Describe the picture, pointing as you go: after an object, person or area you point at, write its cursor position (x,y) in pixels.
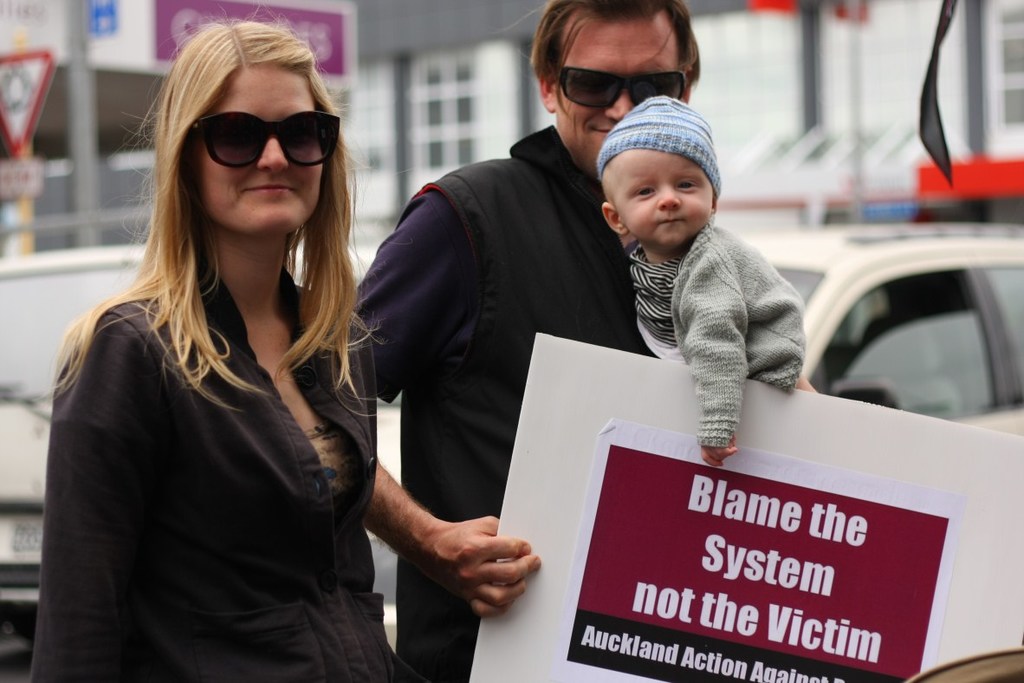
Here I can see a woman (209,371) and a man (467,452) standing, smiling and giving pose for the picture. The man (483,285) is carrying a baby (696,294) and also holding a white color board (557,575) in his hand (468,570). On this board (665,475) I can see some text (754,615). In the background (829,290), I can see few vehicles (911,290) and buildings (774,83).
